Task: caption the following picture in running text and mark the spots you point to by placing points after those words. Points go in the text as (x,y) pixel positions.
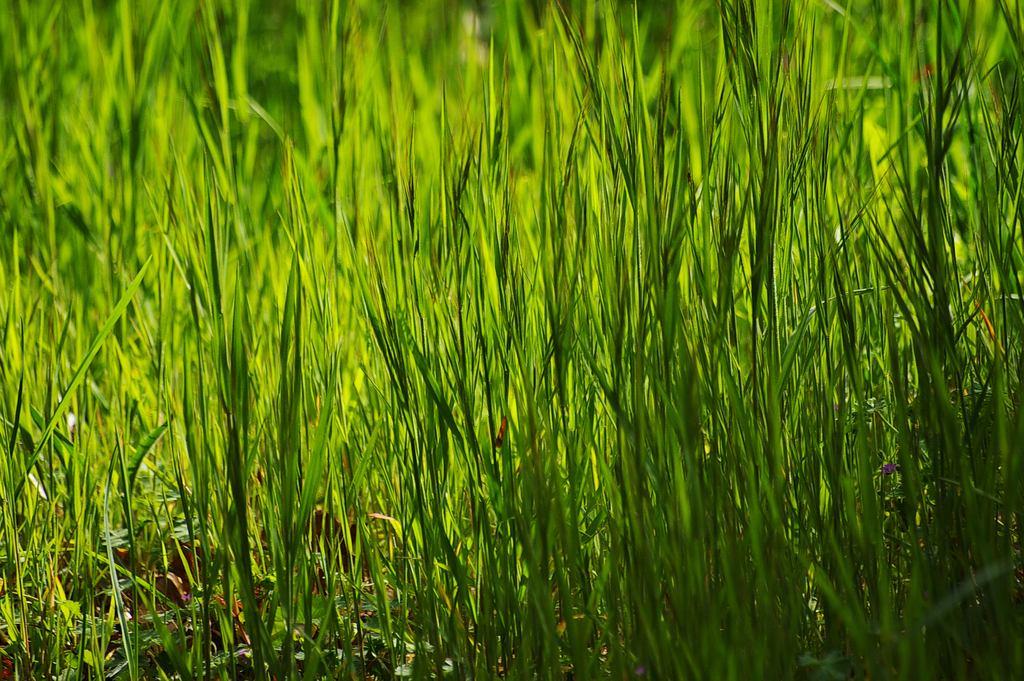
This is grass (655,421), it is in green color.
